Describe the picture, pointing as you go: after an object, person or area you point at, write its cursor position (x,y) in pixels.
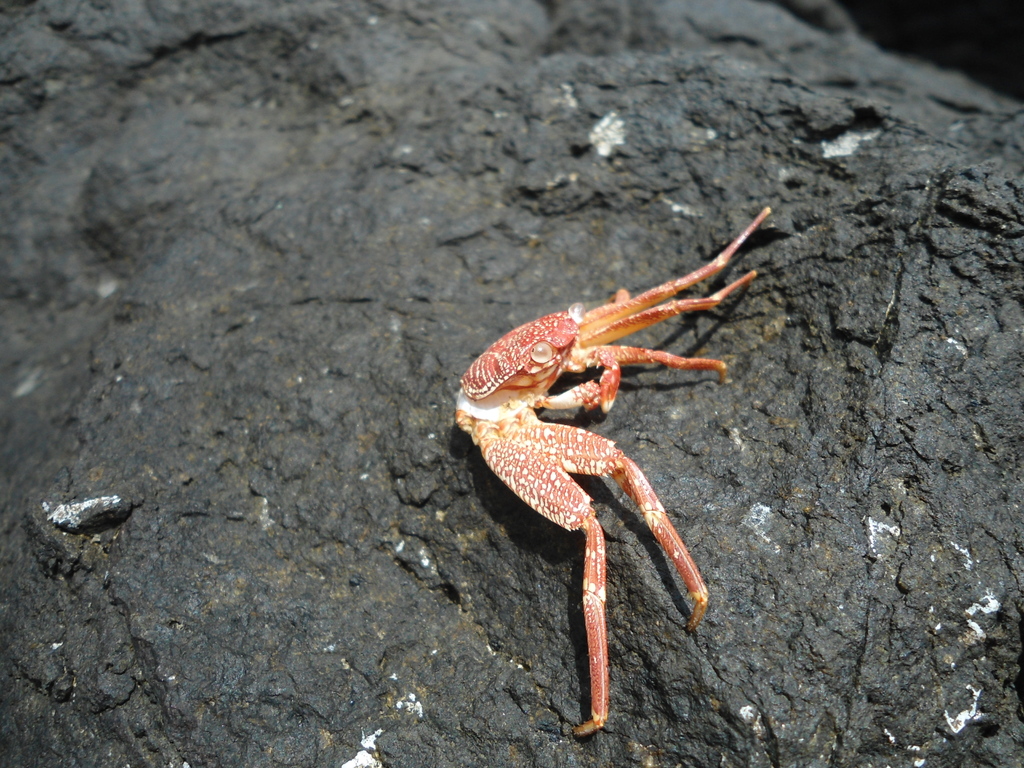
In this picture, we can see a crab (693,362) on the surface (396,519).
